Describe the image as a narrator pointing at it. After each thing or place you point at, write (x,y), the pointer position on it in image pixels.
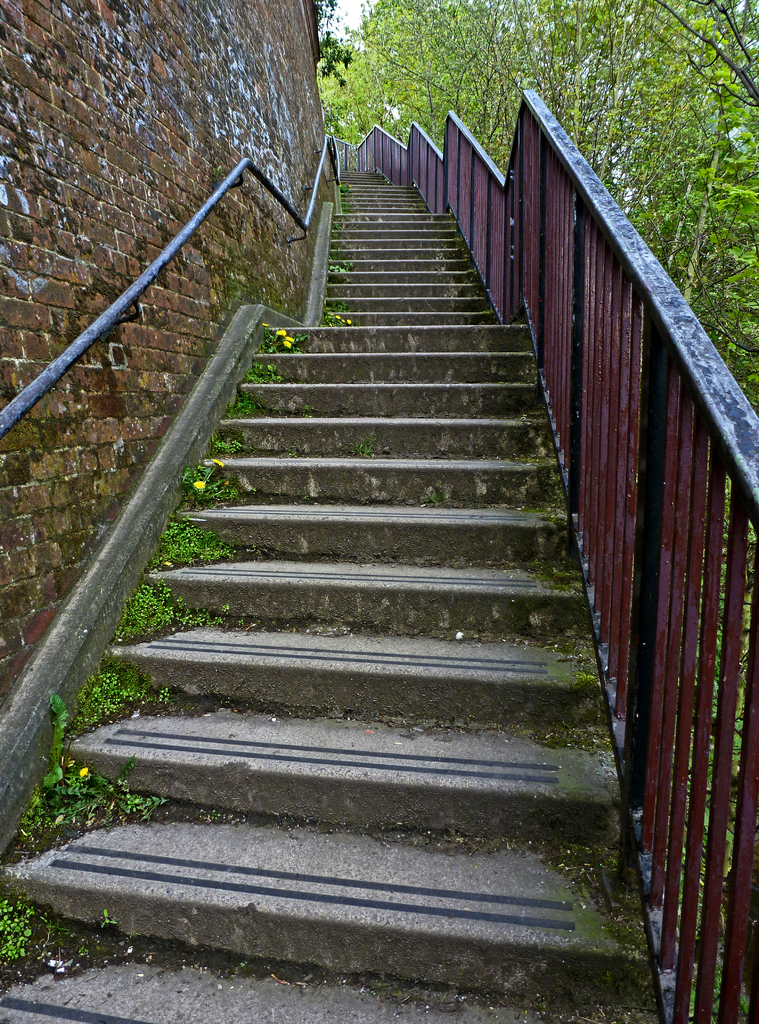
In this image there are steps (359,520), on the right side (610,705) there is a railing (713,437) and trees (620,104), on the left side (153,197) there is a wall (171,131).
